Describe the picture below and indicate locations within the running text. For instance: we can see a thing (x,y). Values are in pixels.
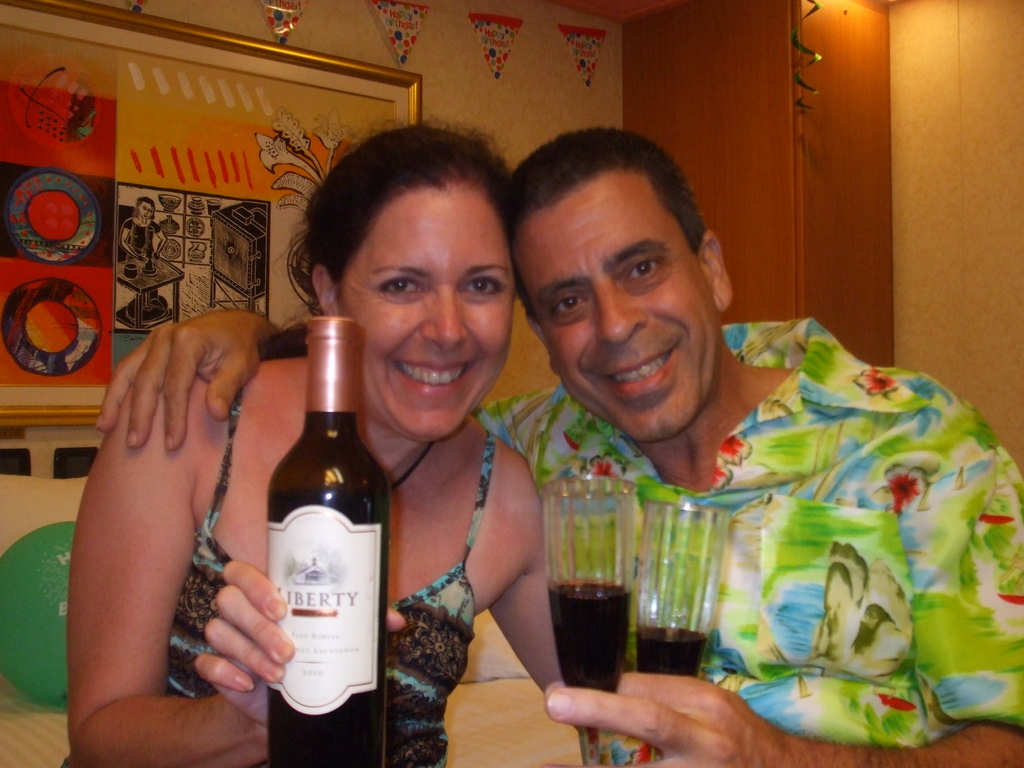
This image is clicked in a room (829,289). There are two people (510,556) in this image. Man (913,556) is sitting on the right side (785,539) woman (180,593) is sitting on the left side (229,741). Woman (394,408) is holding a bottle (349,397), man (643,418) is holding two glasses (610,560). Behind woman (386,167) there is photo frame (236,192) and the balloon (54,654) in the bottom (35,663).
